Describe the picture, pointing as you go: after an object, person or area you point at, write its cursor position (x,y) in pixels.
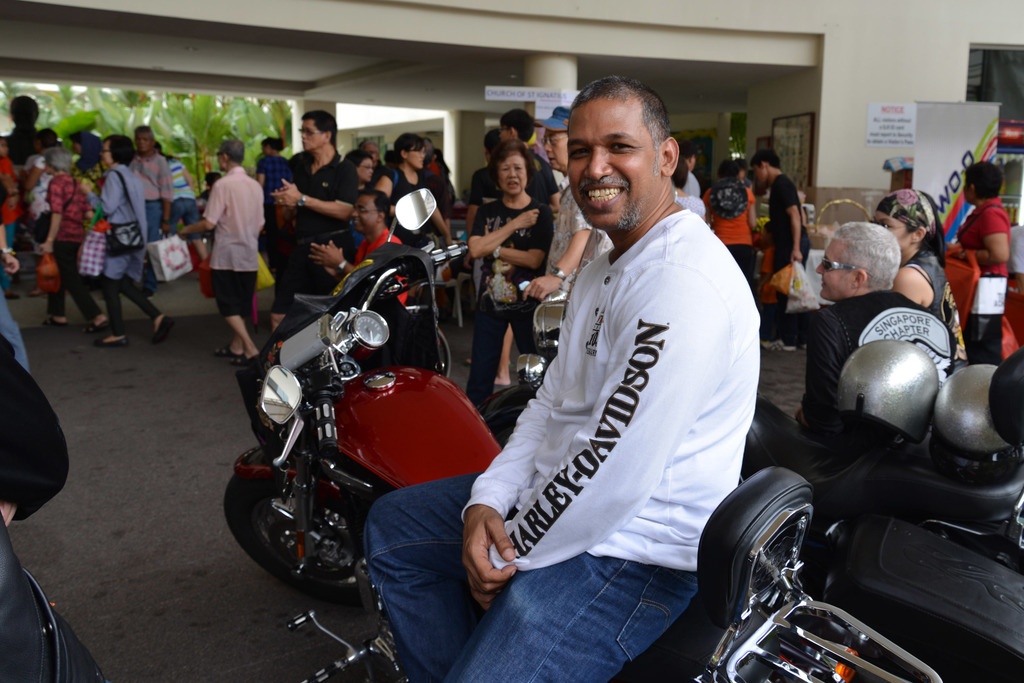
In this picture there are people (486,338), among them there is a man (511,506) smiling and we can see bikes (769,432), helmets (947,462), banner (944,195), wall (840,152), pillars (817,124) and boards (812,123). In the background of the image (216,122) we can see trees (204,155).
